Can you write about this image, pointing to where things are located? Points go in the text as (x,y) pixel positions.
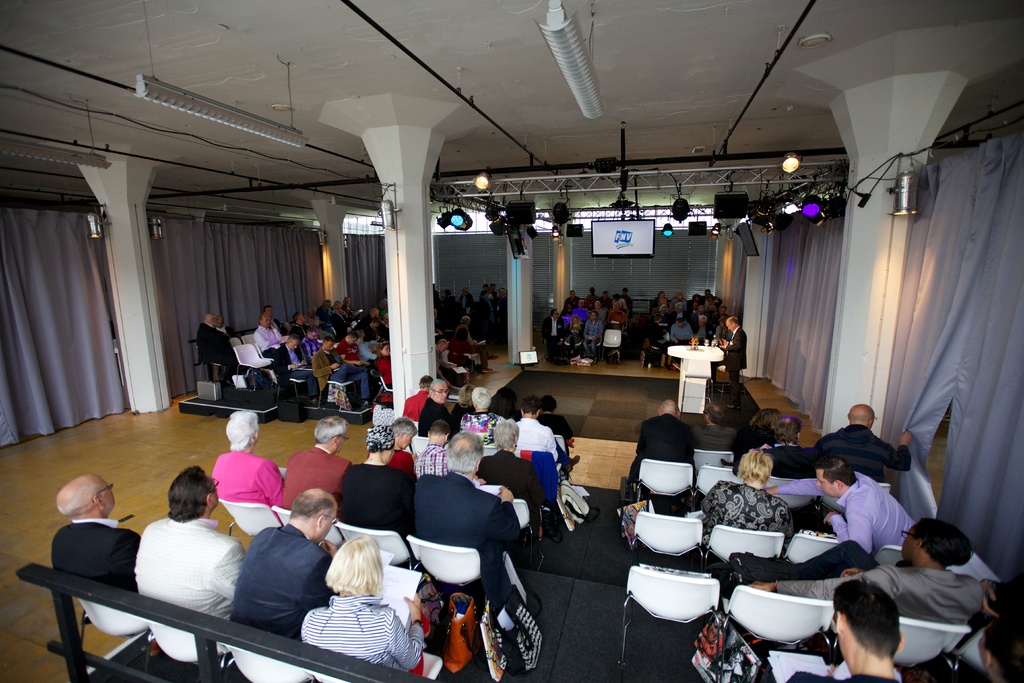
In this picture I can see a group of people (330,546) are sitting on the chairs (688,549), in the middle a man (735,366) is standing near the podium (694,358), at the top (813,218) there are lights (780,211).
